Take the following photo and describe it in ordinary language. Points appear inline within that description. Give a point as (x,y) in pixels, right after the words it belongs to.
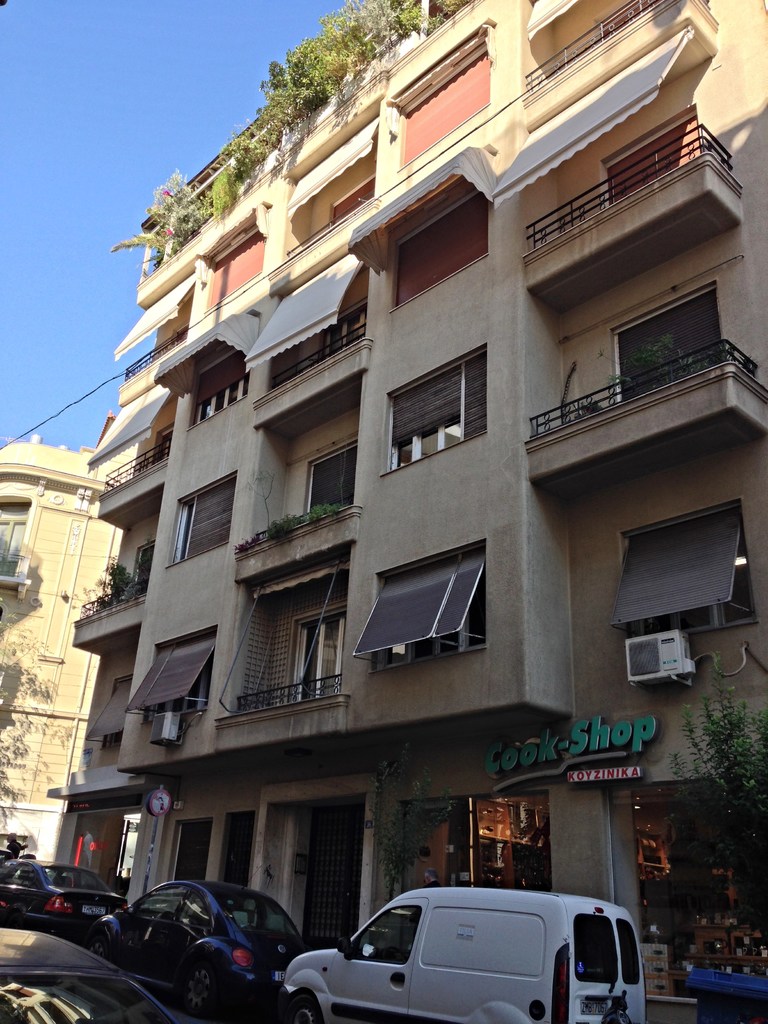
In the foreground of this image (315,989), at the bottom (93,1022) there are few vehicles (579,993). Behind it, there are buildings (352,340) and plants (376,36). At the top (84,98), there is the sky (90,68).
